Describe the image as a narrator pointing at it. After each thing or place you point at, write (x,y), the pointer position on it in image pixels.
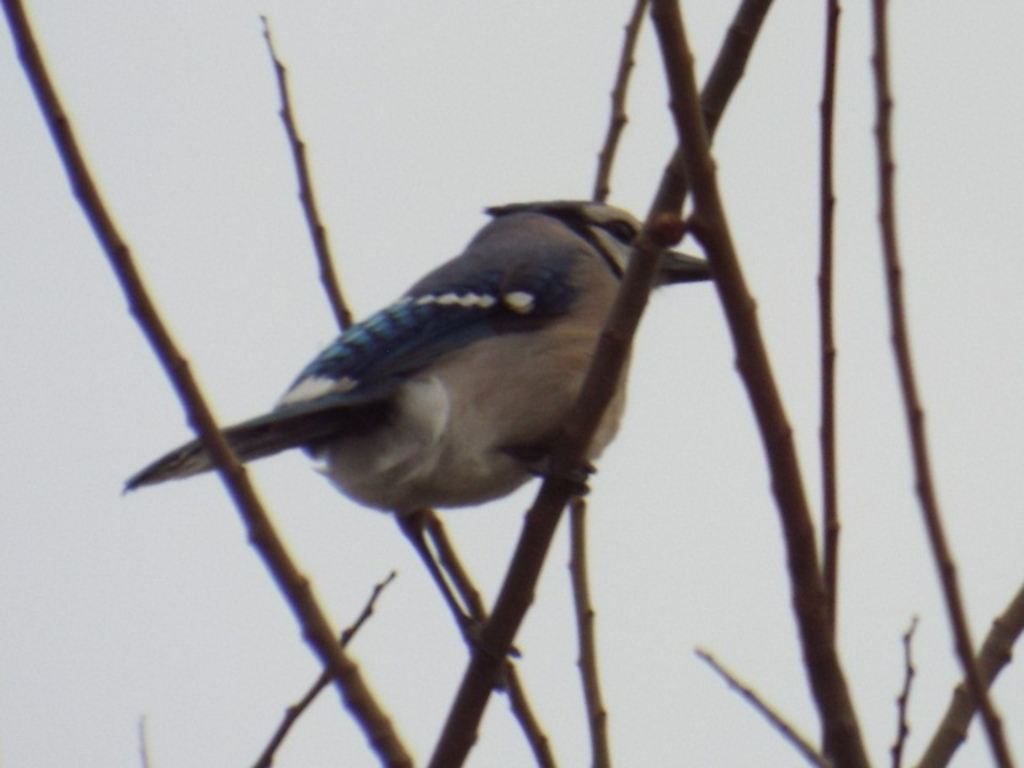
In this image we can see a bird (597,310) on the stem (685,161). In the background of the image (417,728) there is sky (486,115).
